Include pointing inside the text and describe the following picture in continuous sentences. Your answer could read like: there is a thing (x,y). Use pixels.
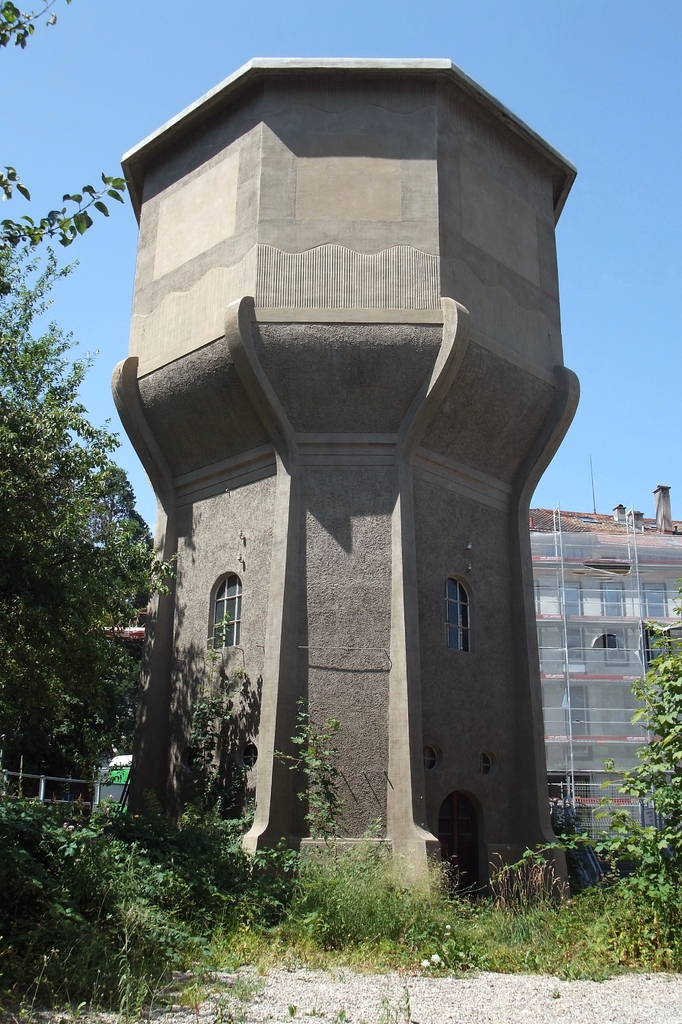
In this image we can see the St. Gallen Wasserturm (409,589), one building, some poles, some objects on the left side of the image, four objects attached to the st. Gallen Wasserturm (138,742), one object (627,797) looks like fence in front of the building (623,638), two objects (667,510) in the building (591,690), some trees (668,719), bushes (664,731), plants (643,905) and grass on the ground (613,966). At the top (137,9) there is the sky (572,500).
